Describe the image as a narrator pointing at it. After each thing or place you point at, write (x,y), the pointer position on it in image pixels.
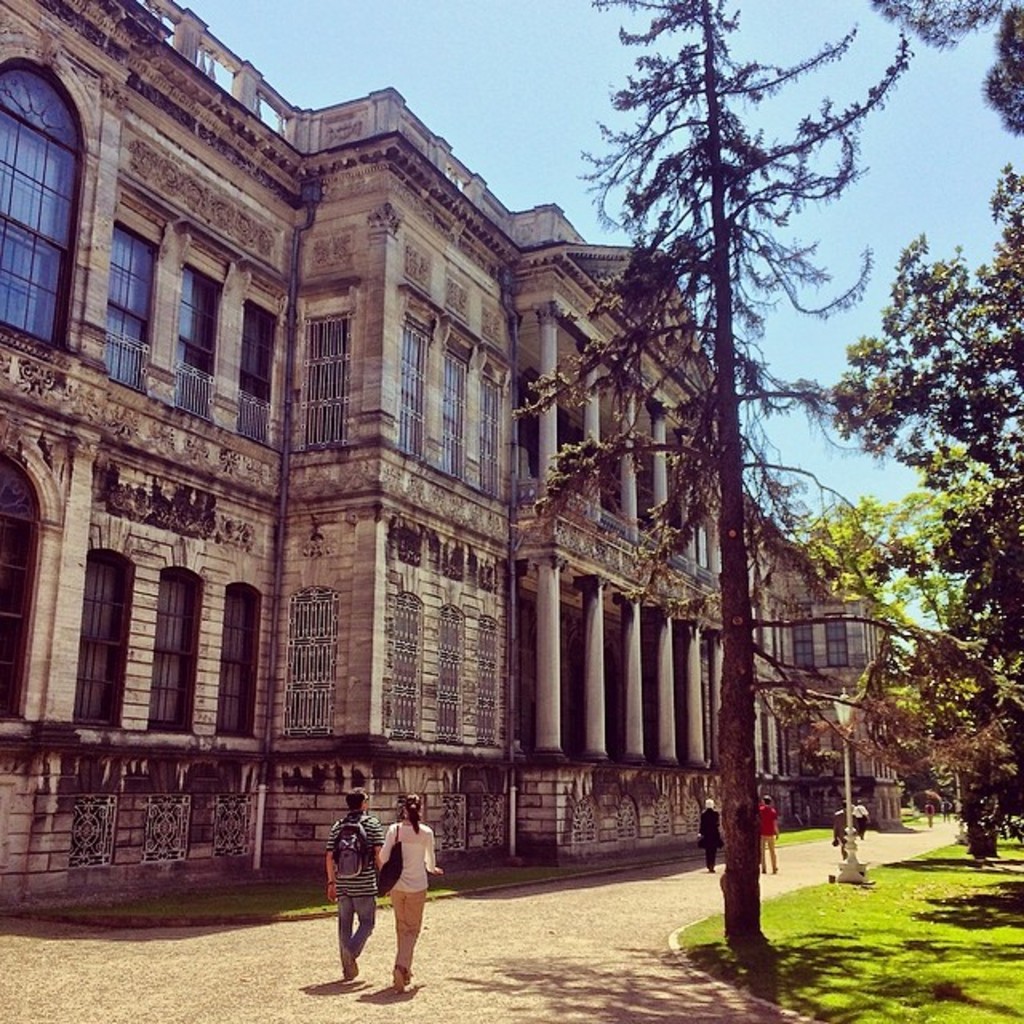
In this image there is a building (394,525) and road (637,912). On the road (478,892) there are persons (711,853) walking and holding bags (384,860). And in front of the building (859,775) there are trees (910,699), Grass (856,906) and a light pole (846,768). And at the top (491,91) there is a sky (917,126).
